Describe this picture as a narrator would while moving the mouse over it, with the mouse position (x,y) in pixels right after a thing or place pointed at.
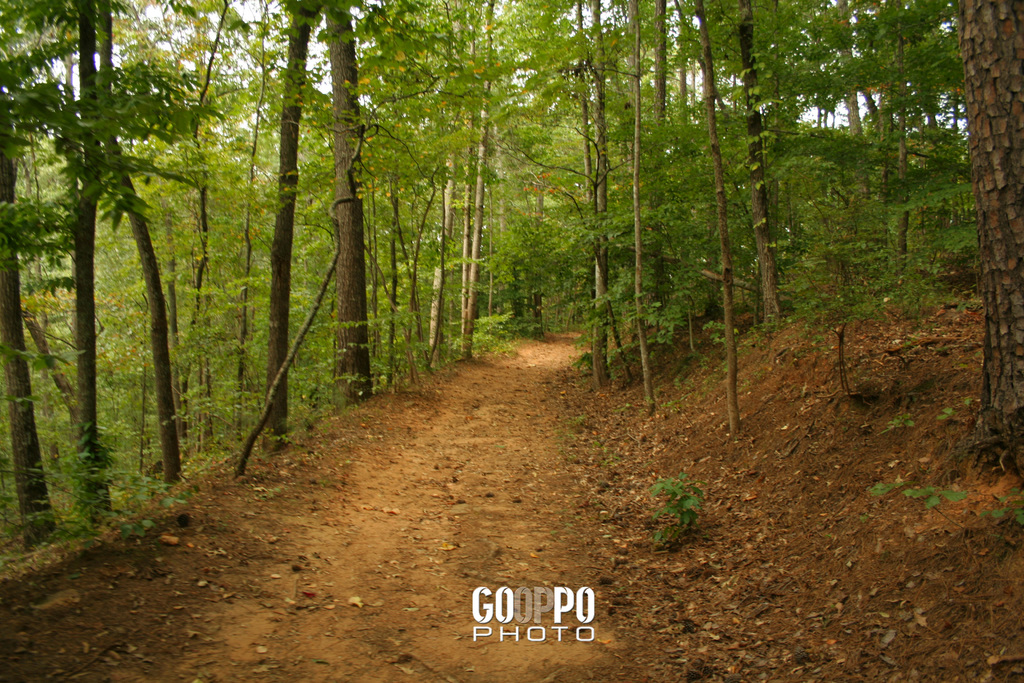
At the center of the image (515,377) there is a path (473,430) and both the left and right side of the image (706,240) there are trees (379,261).
